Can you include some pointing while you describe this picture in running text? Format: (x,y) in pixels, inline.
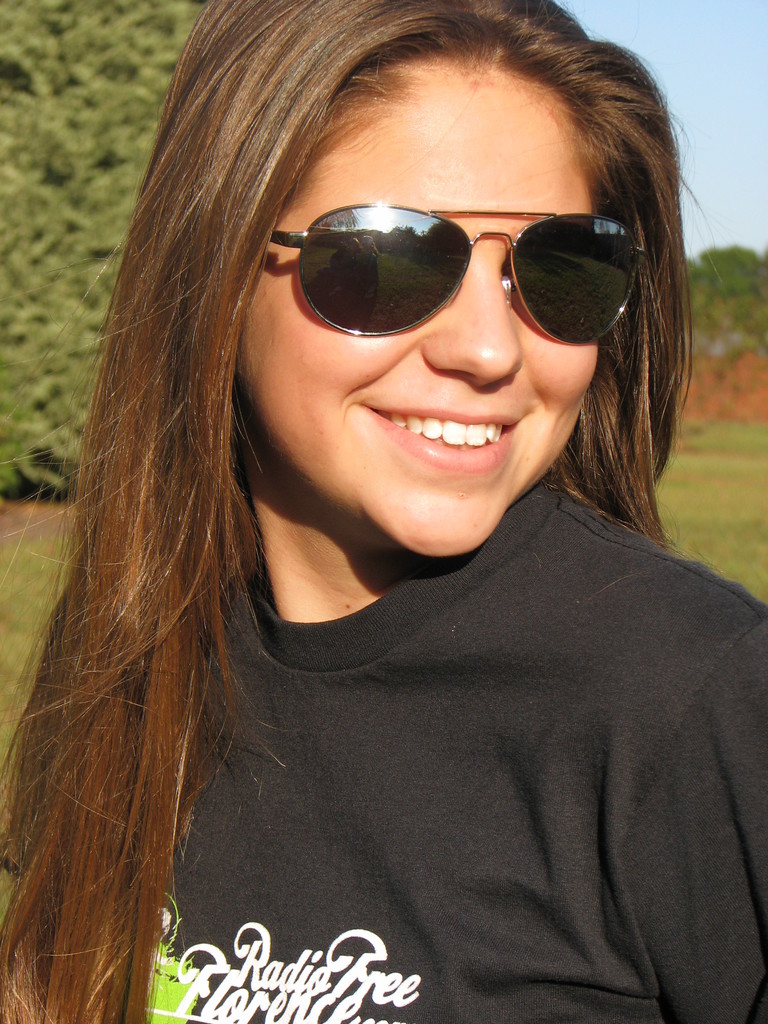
In this image I can see the person (551,778) and the person (551,778) is wearing black color shirt (655,710). In the background (741,275) I can see few trees (718,278) in green color and the sky (704,69) is in blue color.
